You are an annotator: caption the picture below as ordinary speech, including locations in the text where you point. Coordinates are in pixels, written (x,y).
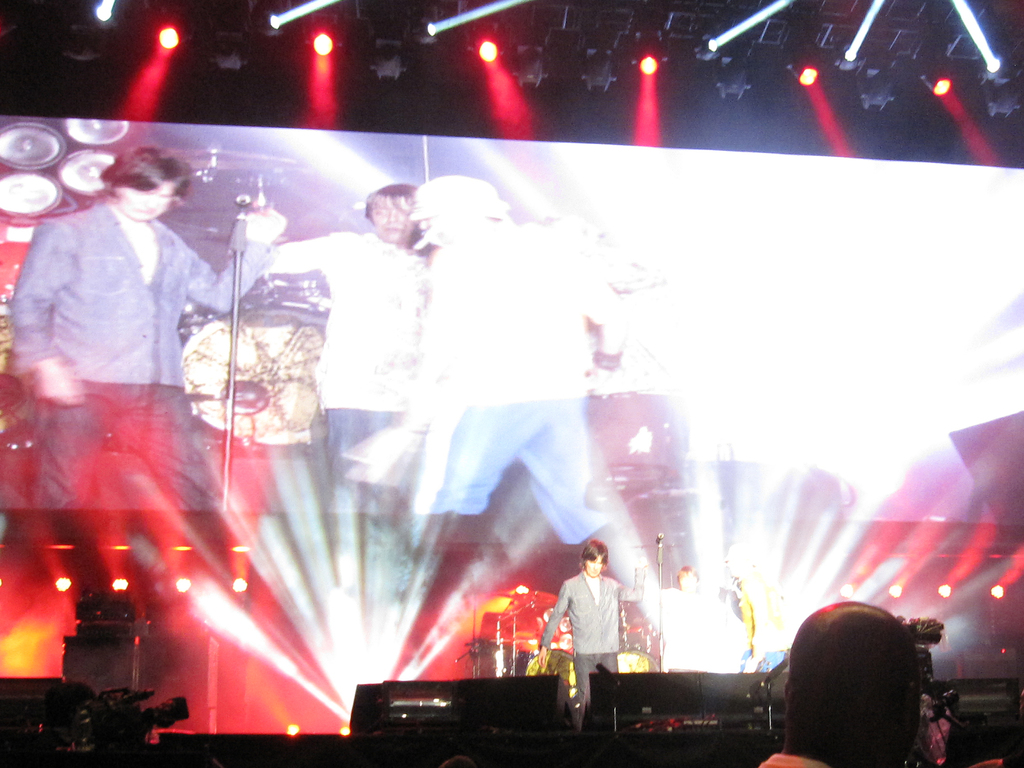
In this picture there are lights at the top (982,44). There is a person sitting at the bottom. There are people (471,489) holding objects (938,695) in the foreground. And there is presentation (939,445) at back (6,417) side.
